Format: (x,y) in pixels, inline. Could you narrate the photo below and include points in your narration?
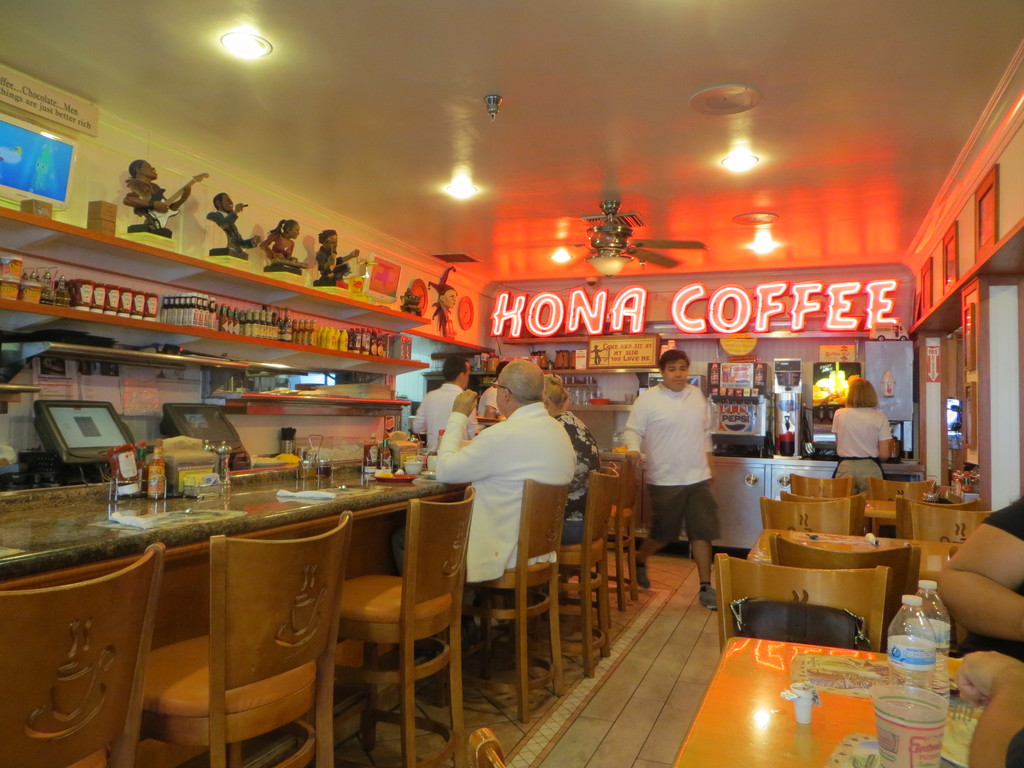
We can see kona coffee means this can be a coffee shop (61,543) and here there are chairs (427,591) placed and people (528,461) are sitting here and standing, there is a bottle (914,637) placed on the table (866,706), there are various lights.
